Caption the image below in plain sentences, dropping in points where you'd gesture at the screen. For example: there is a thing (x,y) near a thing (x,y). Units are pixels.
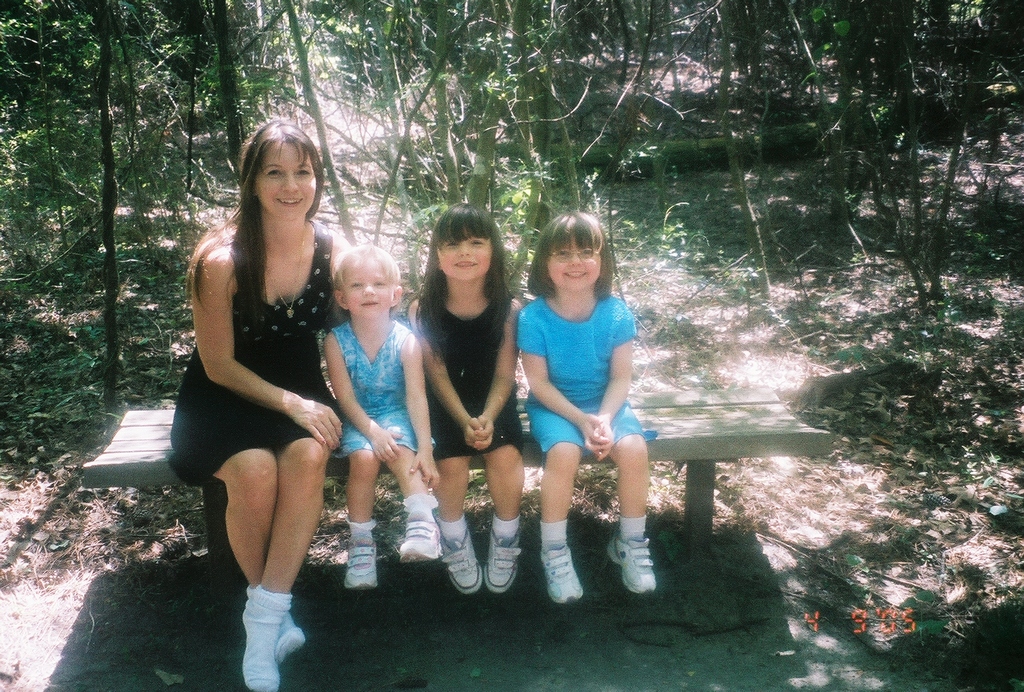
In this image I can see a bench (139,444) in the front (130,426) and on it I can see a woman (176,435) and three girls (370,331) are sitting. I can also see two of them are wearing black colour dress (448,347) and two of them blue. I can also see except one all of them are wearing white colour shoes (489,564). In the background (445,117) I can see number of trees (654,118) and on the bottom right side of this image (815,622) I can see a watermark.
